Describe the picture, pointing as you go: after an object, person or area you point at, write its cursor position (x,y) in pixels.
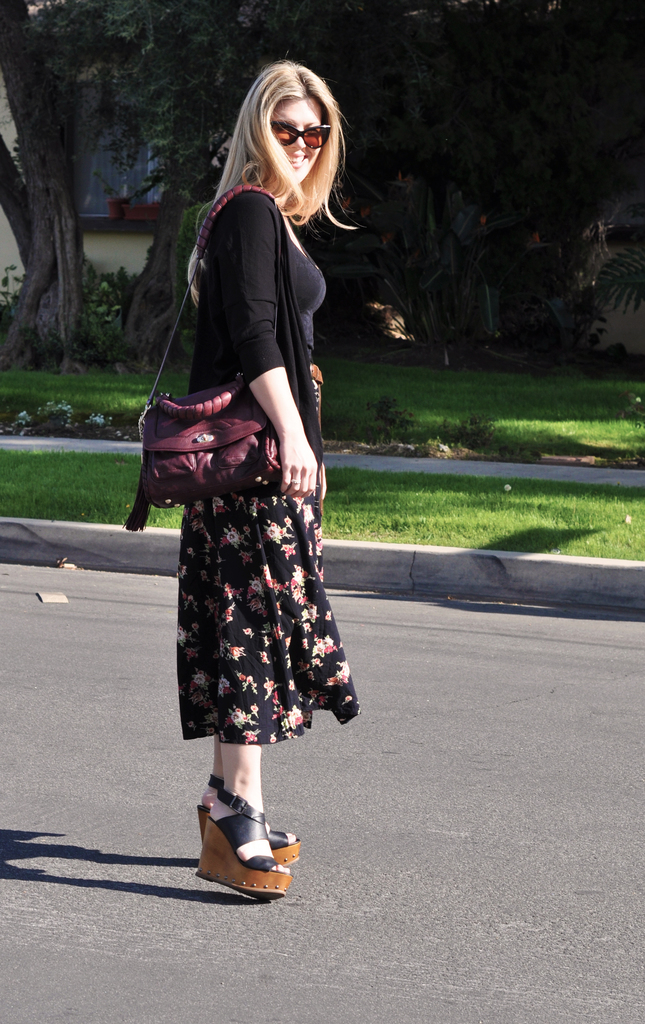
In this picture we can see a woman (247,879) standing on the road (339,822) and she is wearing bag (213,464), side we can see wall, trees (97,87) and grass (415,492).
